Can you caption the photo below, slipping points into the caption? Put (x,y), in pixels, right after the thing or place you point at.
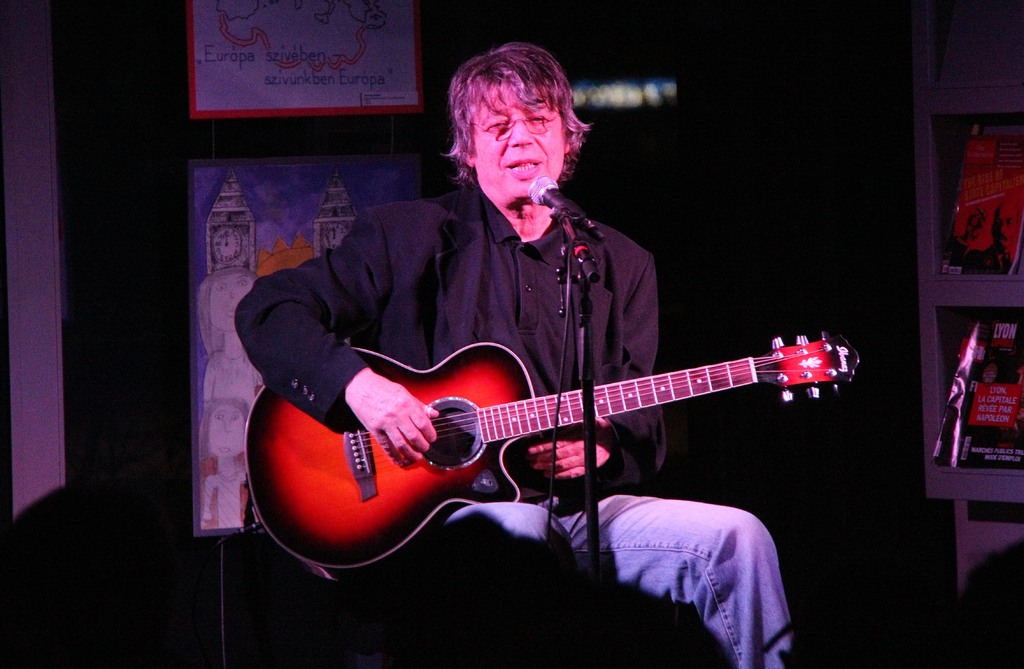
This picture describe about the man (414,444) who is wearing black coat (443,269) and sitting on the seat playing guitar (524,411). Behind we can see painted chart (243,94) and posters (222,496).
